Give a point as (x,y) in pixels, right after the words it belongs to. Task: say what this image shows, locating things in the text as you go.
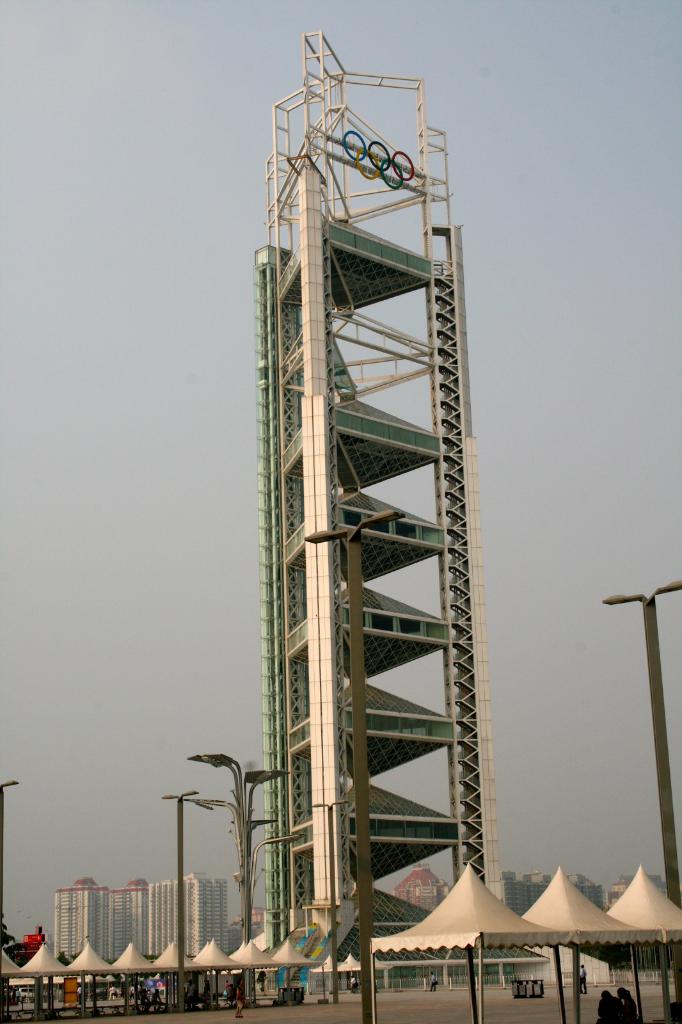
In this image I can see the tower (376,701) which is in white and green color. In-front of the tower (269,622) I can see few white color tents (285,950) and I can see few people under the tents (421,936). There are also the poles (181,907) to the side of the tents (484,920). In the background (84,881) I can see many buildings (84,881) and the sky (199,294).
